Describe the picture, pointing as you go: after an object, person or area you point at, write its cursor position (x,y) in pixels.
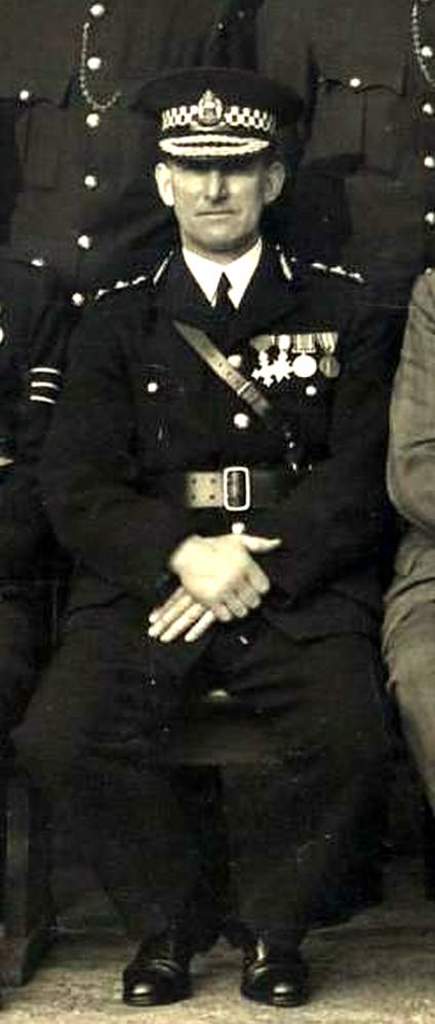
In the middle of the image (224,493) a man (224,493) is sitting on the chair (241,753). At the bottom of the image (92,993) there is a floor (86,969). On the left (28,558) and right sides of the image two persons (410,548) are sitting on the chairs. In the background (71,165) two men (142,79) are standing.
